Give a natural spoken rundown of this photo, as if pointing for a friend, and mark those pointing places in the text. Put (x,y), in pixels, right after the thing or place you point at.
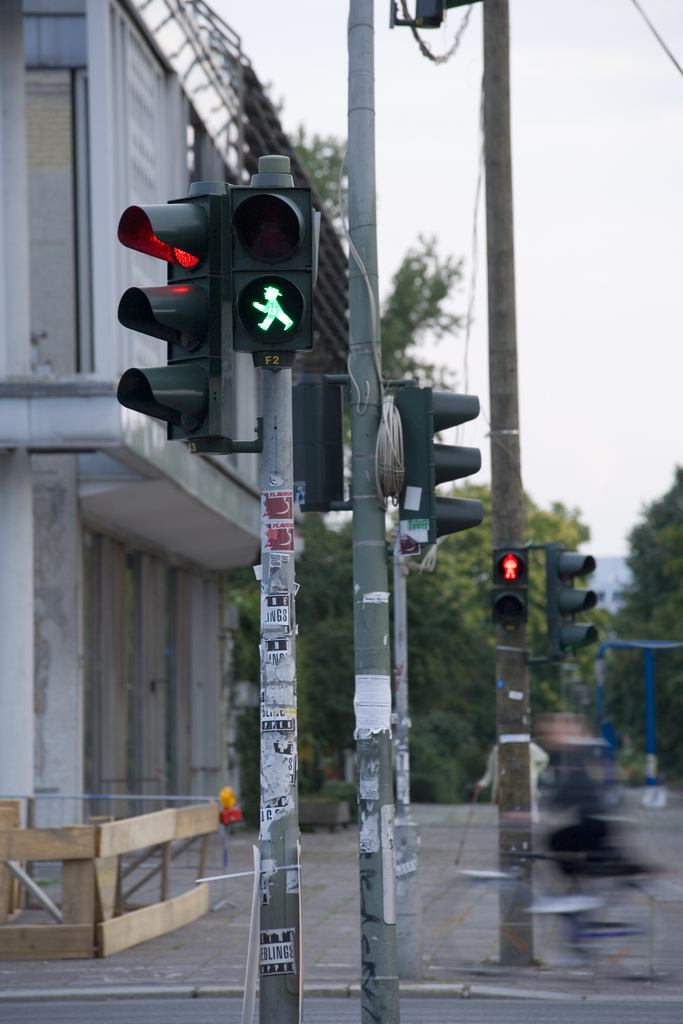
In this image in the center (355,643) there are poles (405,707). On the left side (98,503) there is a building (114,549) and there are trees (392,585) and the sky (576,184) is cloudy.
